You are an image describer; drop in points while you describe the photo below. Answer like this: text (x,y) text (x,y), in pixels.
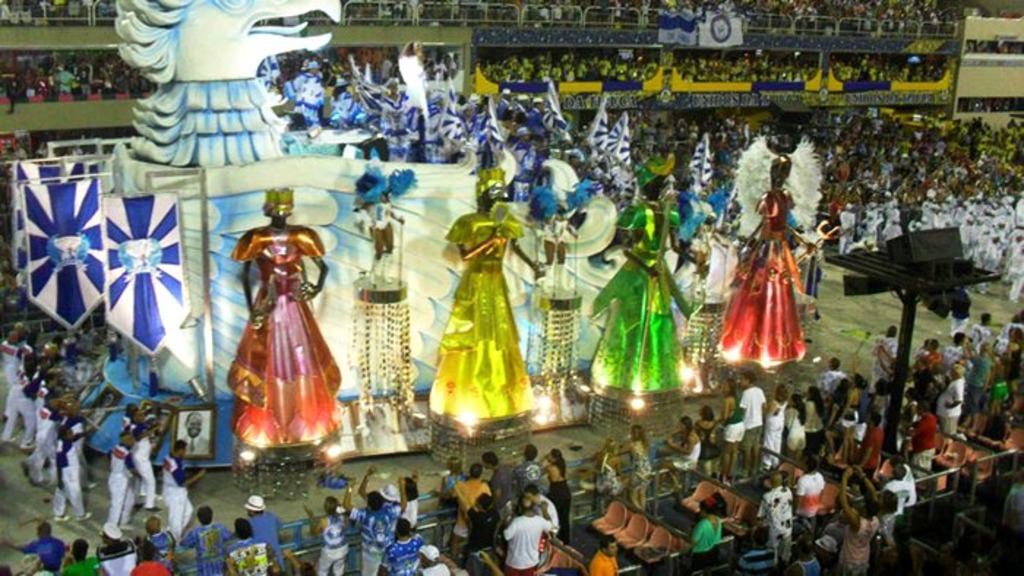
In the center of the image (625,269) there are a few structures (469,346) decorated. On the structures (469,346) there are photo frames (198,453), flags (102,280) and lamps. Around them there are people (436,117) dancing and standing on the buildings (532,37), leaning on the metal rods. There are chairs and speakers (966,263) on the metal rods (958,280).
